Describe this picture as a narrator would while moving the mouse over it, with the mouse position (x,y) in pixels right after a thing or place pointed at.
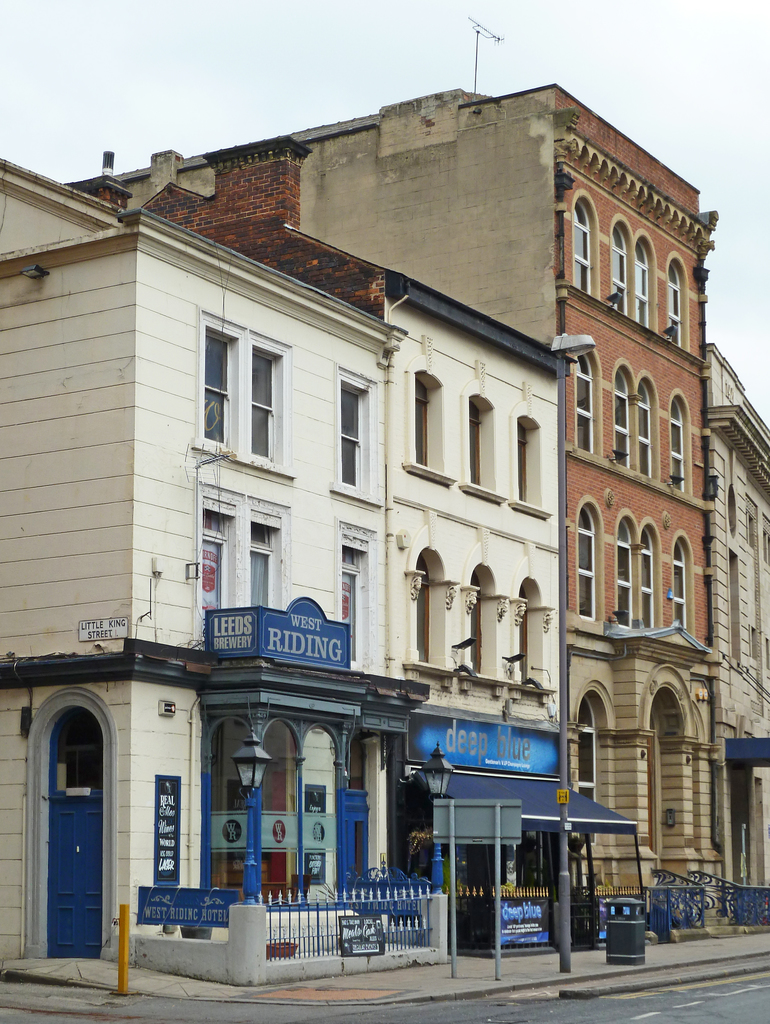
In this image I can see the road (617,1000). To the side of the road (291,1006) I can see the boards (497,980), railing (480,941) and dustbin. In the background (312,563) I can see the buildings (357,272) and the sky (337,80).
